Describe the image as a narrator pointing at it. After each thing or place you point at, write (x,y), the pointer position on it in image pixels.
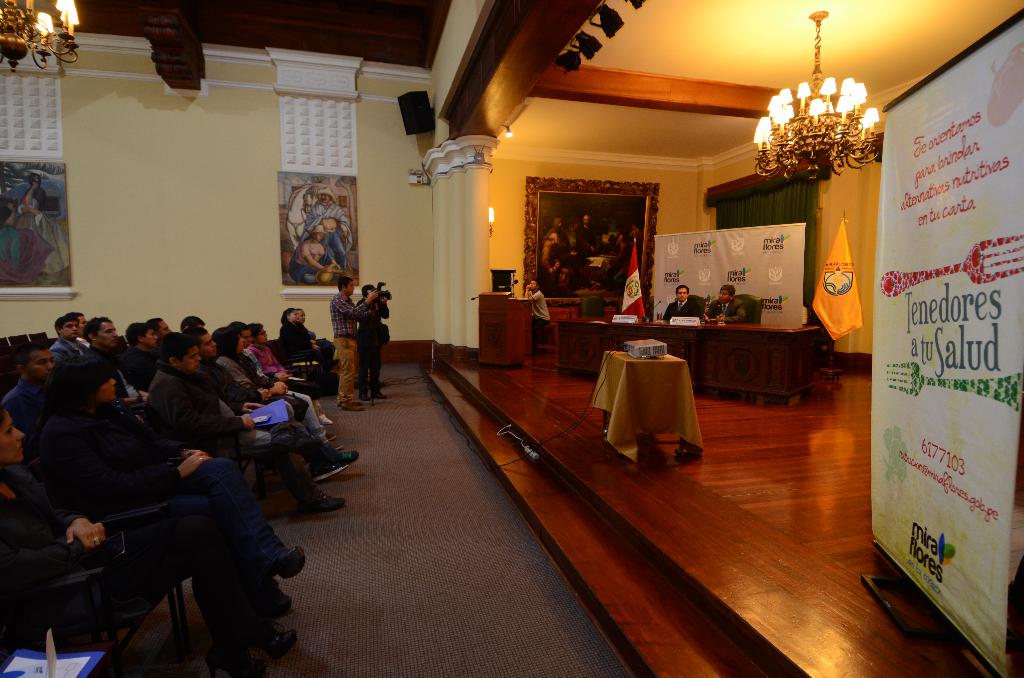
In this picture i could see the persons (209,346) in the left corner of the picture (195,498) sitting on the chairs (227,454) and hearing to the persons (676,310) sitting on the table (594,324) on the stage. There is banner (950,275) to the right corner (992,220) and a chandelier (831,114) hanging over from the ceiling (671,46) and there are some focus lights (604,27) on the stage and a picture frame (591,222) to the wall (202,305) hanged over and a beautiful carpet (440,498) on the floor (422,514).
